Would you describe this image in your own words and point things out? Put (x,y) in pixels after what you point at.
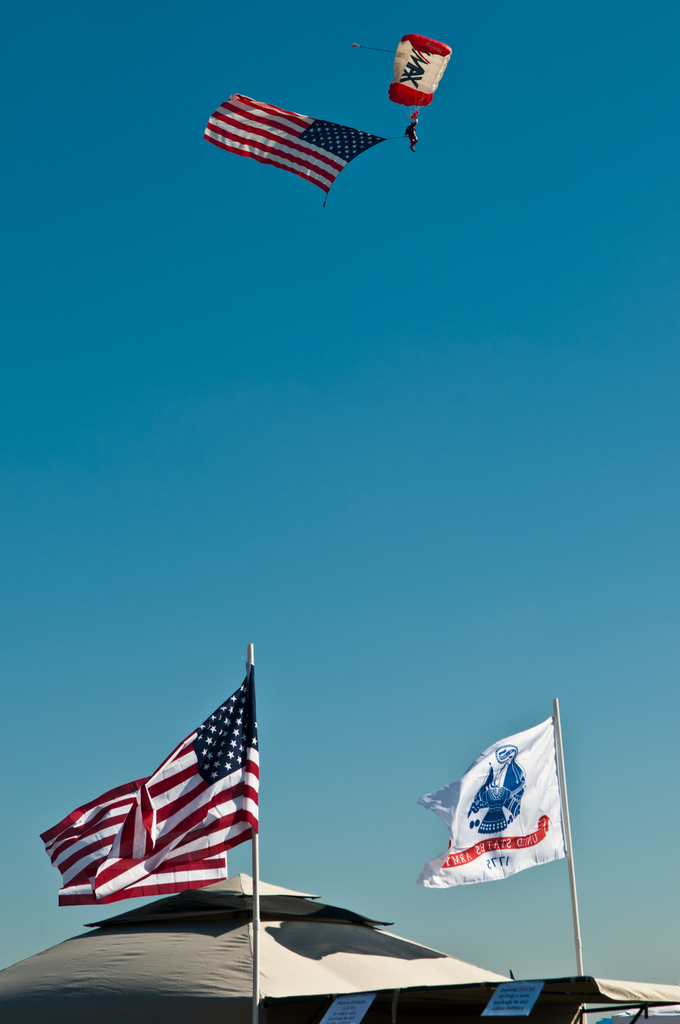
In this image in the front (253,842) there are flags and there are tents (261,970). In the sky (386,132) there is a parachute (412,92) and there is a flag (326,133).
